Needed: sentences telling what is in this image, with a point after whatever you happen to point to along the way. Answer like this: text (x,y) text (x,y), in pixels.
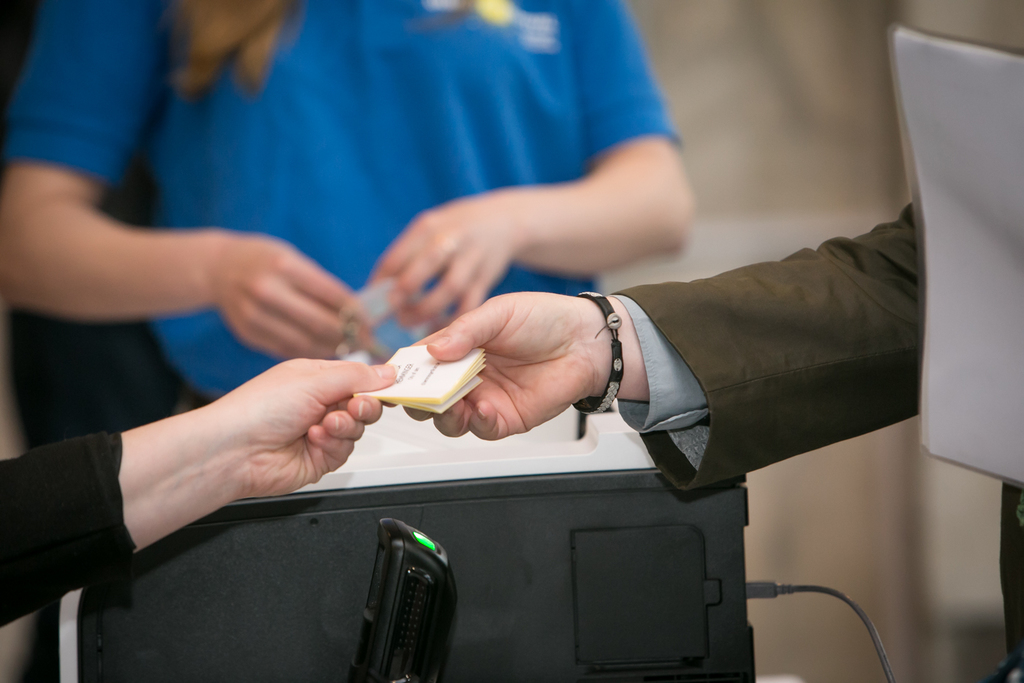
Here we can see hands (292,432) of persons (307,483) holding cards (472,367). There is a device (691,595), cable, and a person (436,217). There is a blur background (840,115).
